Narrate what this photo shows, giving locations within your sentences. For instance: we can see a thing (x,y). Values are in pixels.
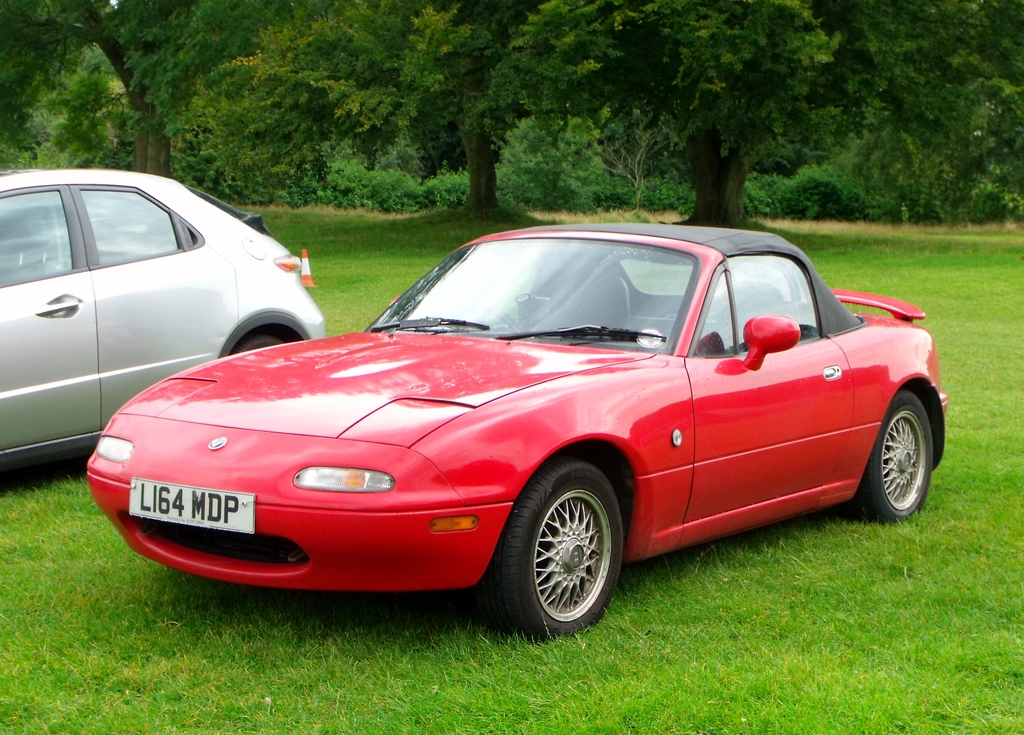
In this picture we can see two cars (190,390) and a traffic cone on the grass (271,697). At the top of the image (298,67), there are trees (337,88).
